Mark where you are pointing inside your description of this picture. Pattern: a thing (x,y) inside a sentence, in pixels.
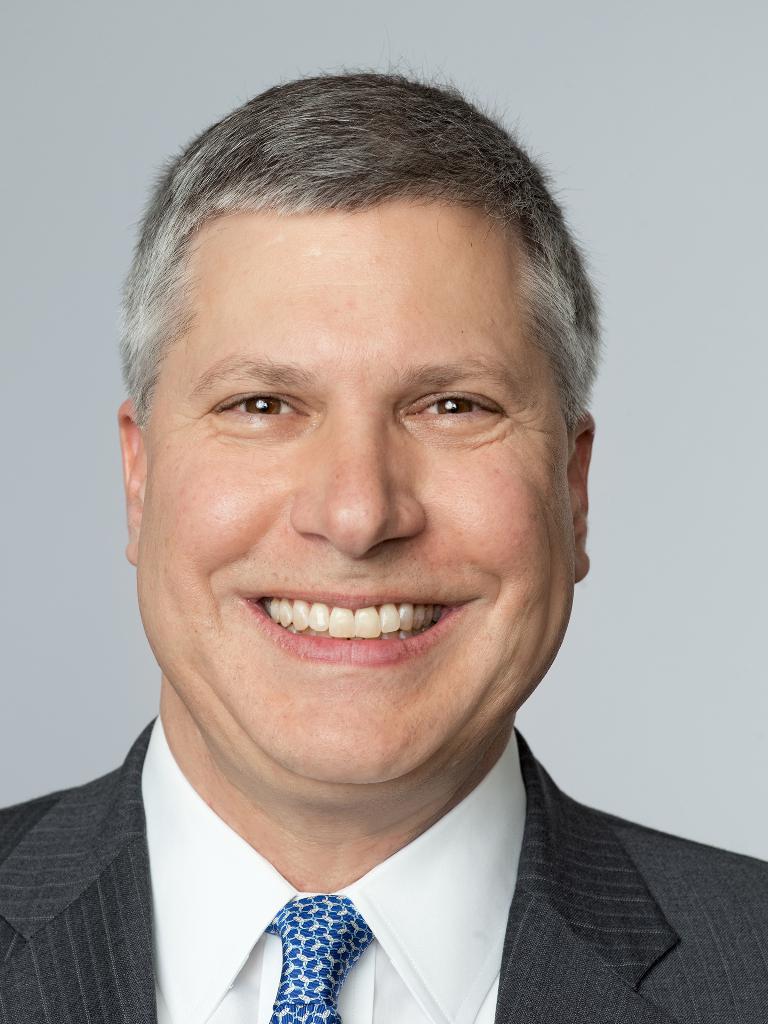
In this image there is a man (324,884). He is wearing a suit (571,966). He is smiling. The background (64,97) is white.
